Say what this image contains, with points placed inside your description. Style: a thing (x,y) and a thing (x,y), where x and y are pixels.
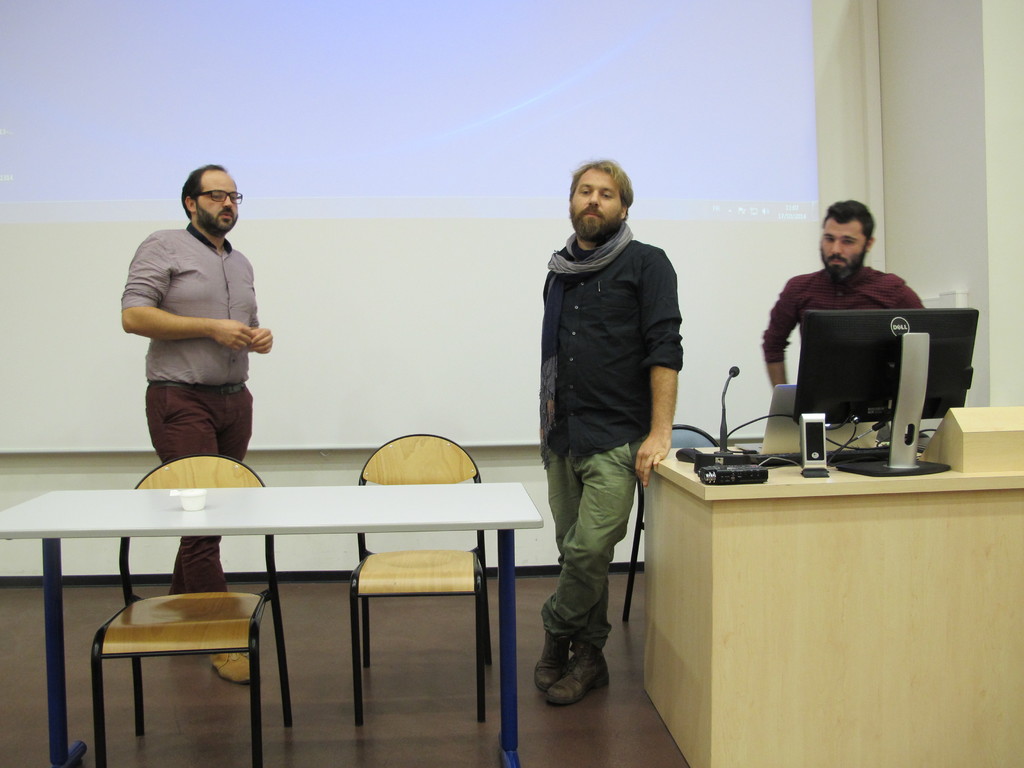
There are three men (629,313) standing. There is a table (795,507). On the table (905,476) there is a system (886,377), and a mic (724,400) and a laptop (792,425). At the back (489,80) there is a screen (400,134). On the white table (332,502) there is a cup (194,500). And we can also see two chairs (262,607).
